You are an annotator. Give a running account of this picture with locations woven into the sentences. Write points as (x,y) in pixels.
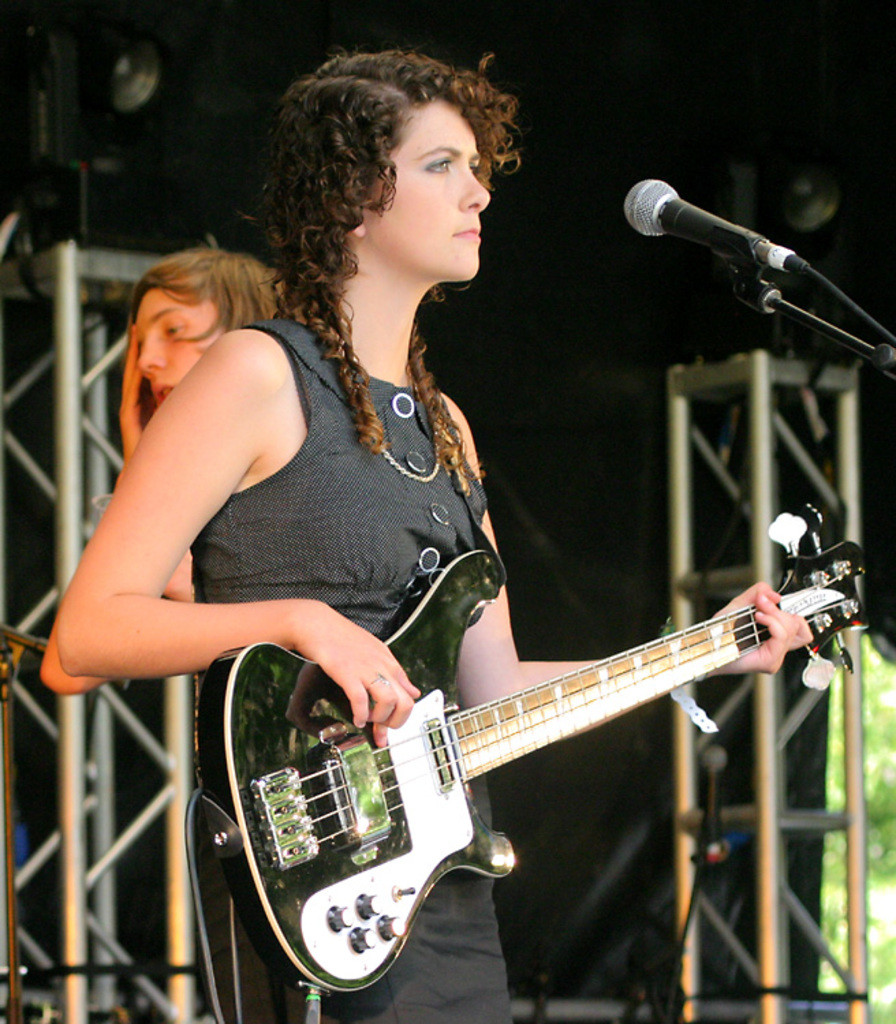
A lady (376,521) wearing a black dress (337,421) is holding guitar (614,683) and playing. In front of her there is a mic (662,202) and mic stand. Behind her another person (197,330) is standing. Also there are some stands (65,778) in the background (743,489).
